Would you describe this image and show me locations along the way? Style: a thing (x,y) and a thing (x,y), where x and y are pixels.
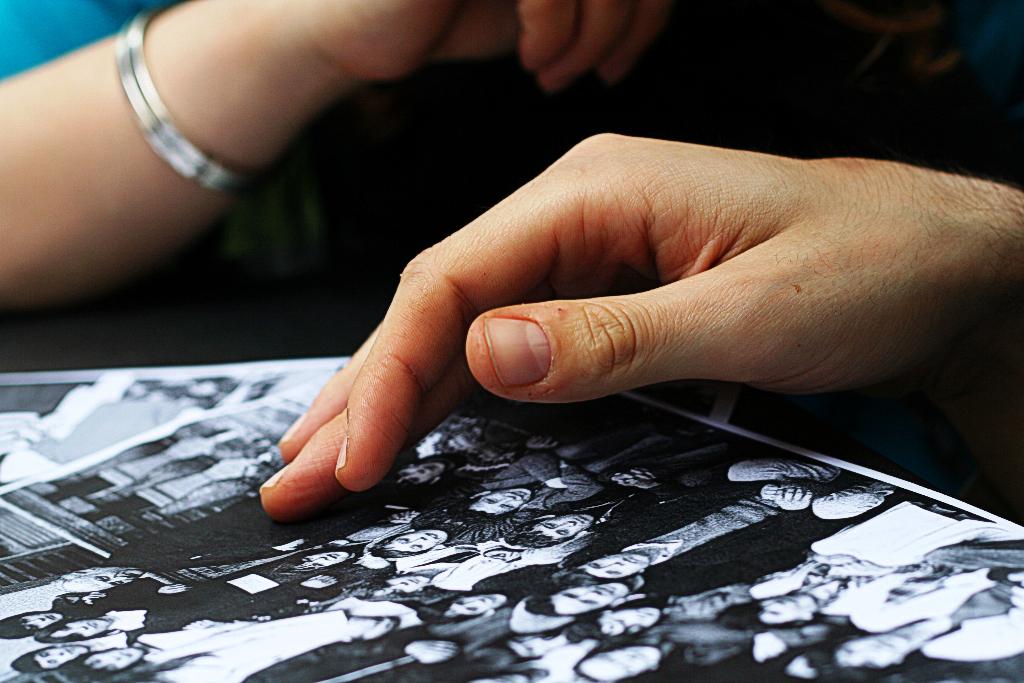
In this picture I can observe a human hand (481,368) on the photograph (181,529). This photograph is a black and white photograph. There are some people (597,572) in this photograph. In the background (249,61) I can observe a person's hand (223,94).
